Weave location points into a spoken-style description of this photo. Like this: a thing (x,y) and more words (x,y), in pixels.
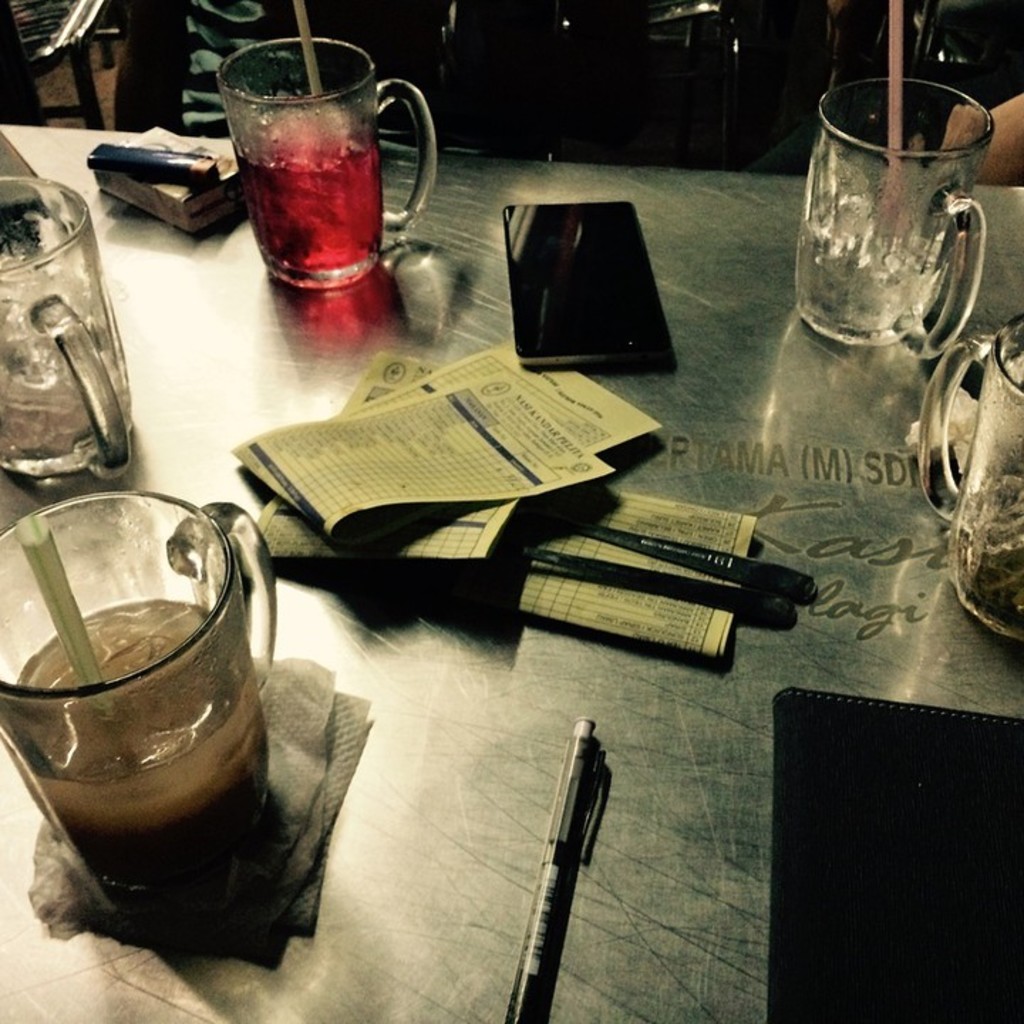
In this image we can see group of glasses (912,251) with straws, a mobile phone (613,205), papers (424,521), two pens (692,551), a pen (550,906) placed on the table (692,728). In the top left corner of the image (103,46) we can see a chair (93,65). In the top right of the image (1019,128) we can see a hand (999,118) of a person (1014,114).
